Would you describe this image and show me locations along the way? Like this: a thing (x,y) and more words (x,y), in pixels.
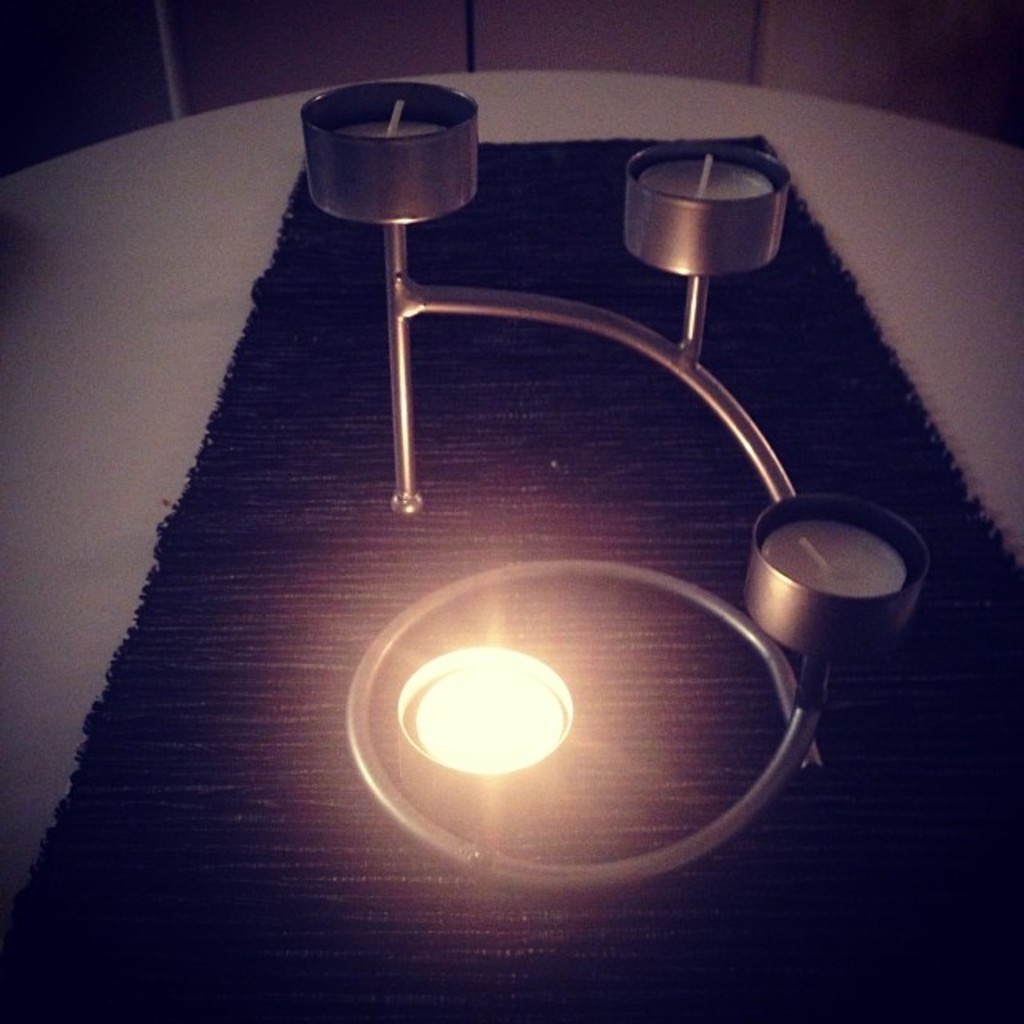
In this image I can see few candle stands (453,288) and on it I can also see few candles (806,553). I can also see a black colour cloth (270,548) under the stand (491,299).
